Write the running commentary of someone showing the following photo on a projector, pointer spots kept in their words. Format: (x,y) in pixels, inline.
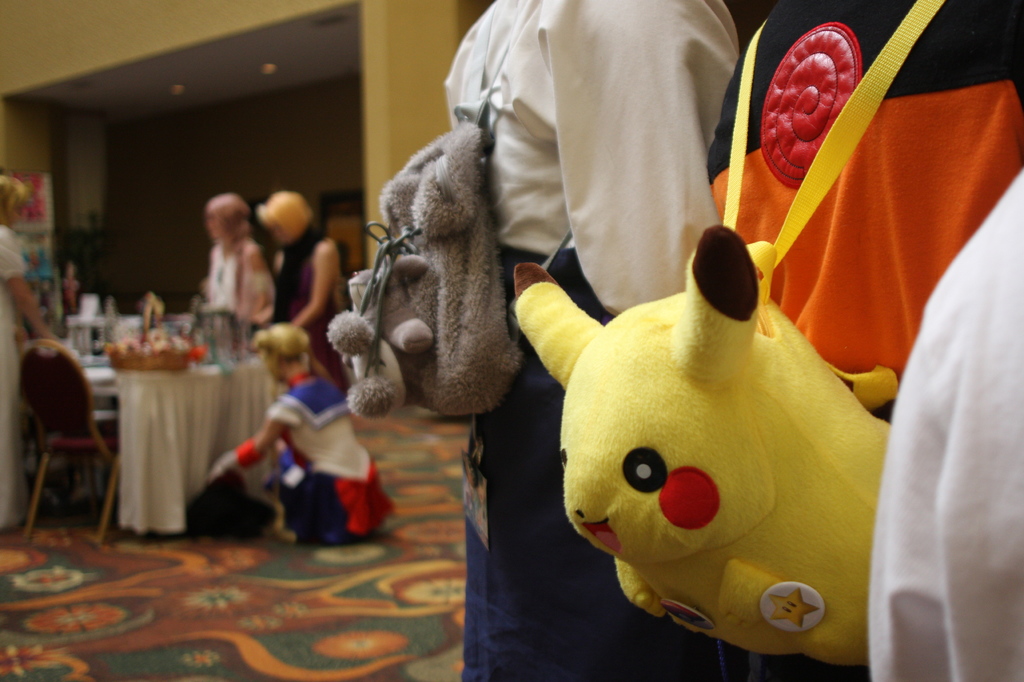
In this image there are two persons (709,195) with toy bags (743,436) are standing, and in the background (231,545) there are four persons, there are some items (75,294) on the table (217,427), there is a chair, carpet (95,548), lights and a board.
